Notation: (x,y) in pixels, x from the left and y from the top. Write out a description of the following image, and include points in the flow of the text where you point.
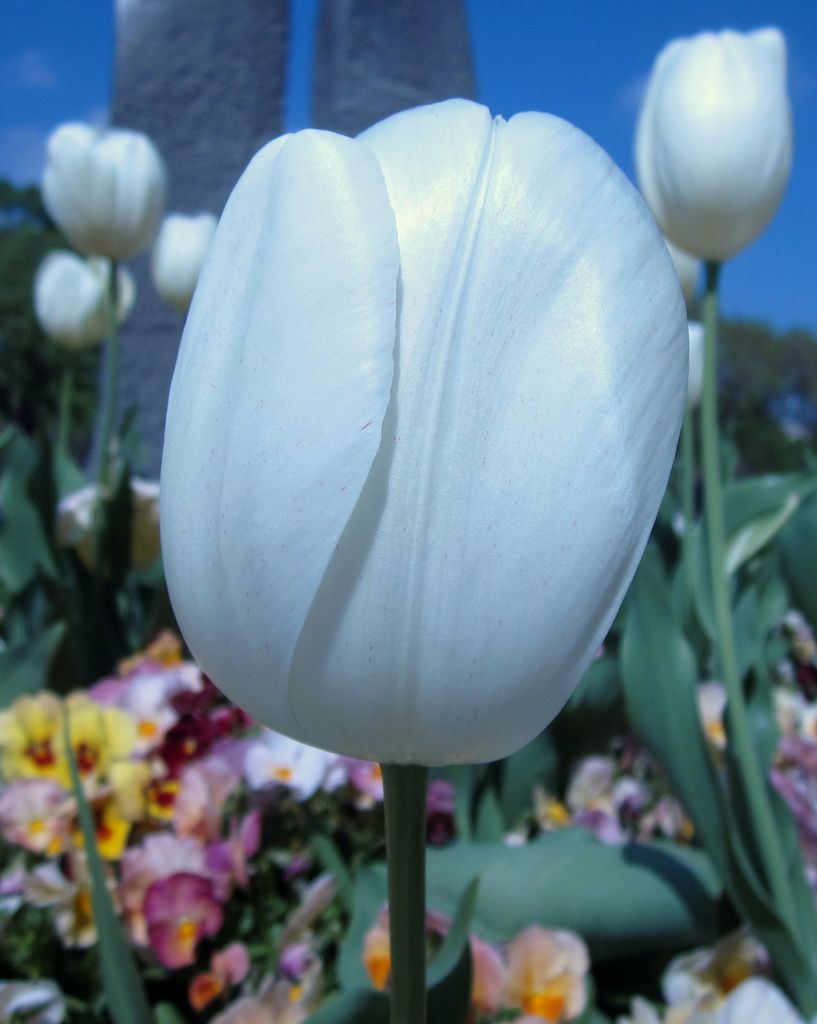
In the foreground of this image (586,595), there are tulips (534,715) to the plants (301,763) and in the background (563,53), it seems there is sky (573,74) and greenery (776,390).
